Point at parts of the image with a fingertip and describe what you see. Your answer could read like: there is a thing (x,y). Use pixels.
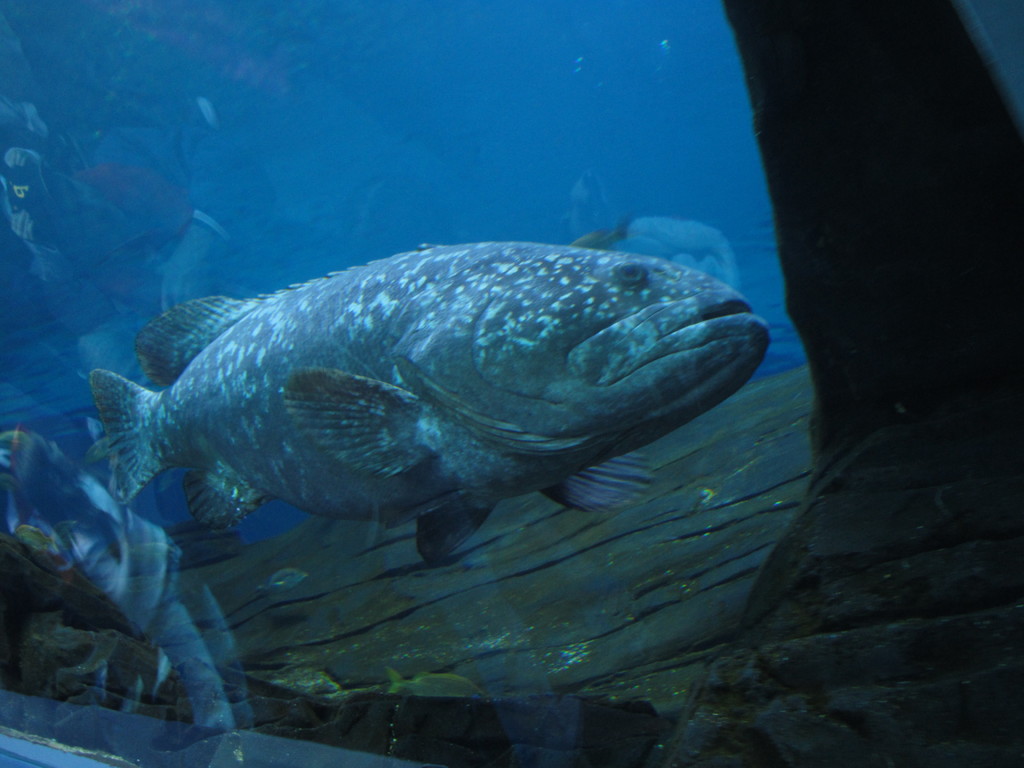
In the middle of the image (509,328), there is a fish (558,401) in the water (774,343). Which is covered with a glass (50,223).
